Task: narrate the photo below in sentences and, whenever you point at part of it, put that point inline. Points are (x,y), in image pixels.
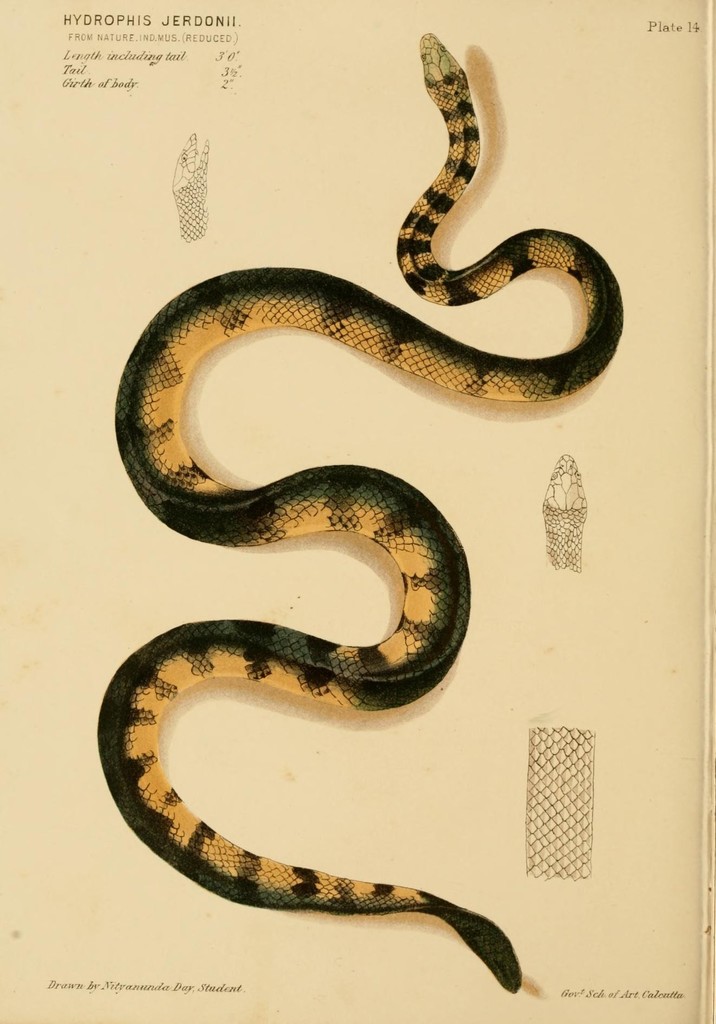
This is a picture of a paper (505,329), where there are photos (178,164) of a snake (435,646), and there are words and numbers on the paper (63,222).
